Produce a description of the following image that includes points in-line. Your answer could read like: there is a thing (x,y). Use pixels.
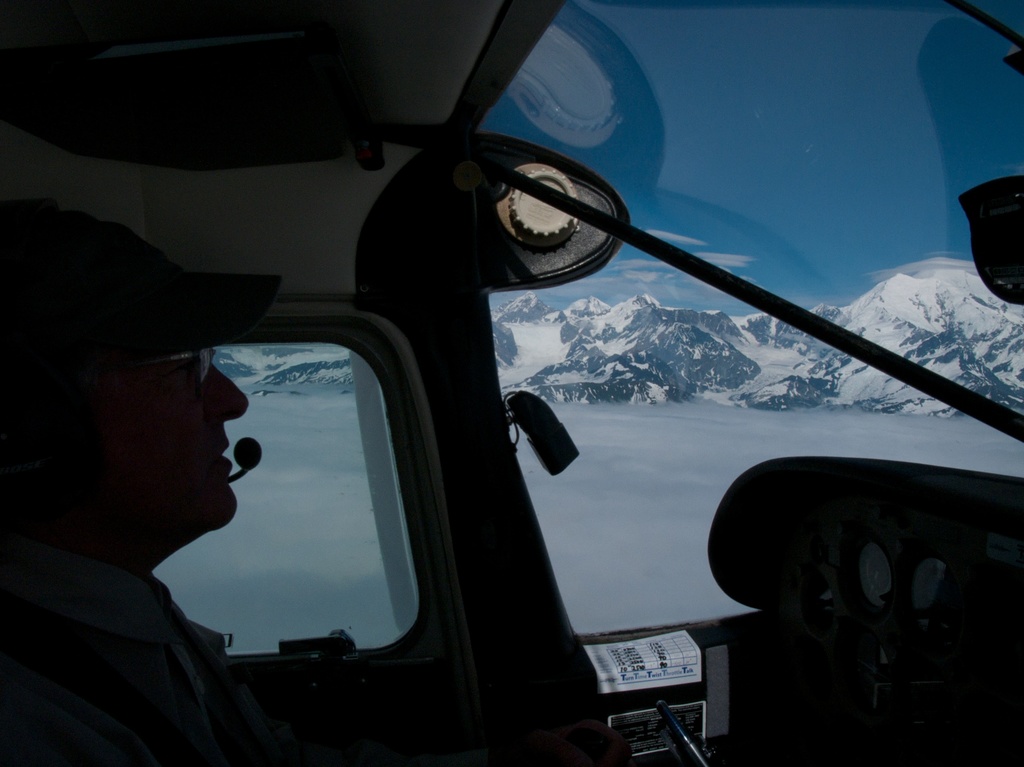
The image is captured from inside a vehicle (417,381), there is a pilot (157,633) moving the vehicle (733,572) and behind the vehicle (390,367) there are many mountains (584,336) covered with snow (755,336).
